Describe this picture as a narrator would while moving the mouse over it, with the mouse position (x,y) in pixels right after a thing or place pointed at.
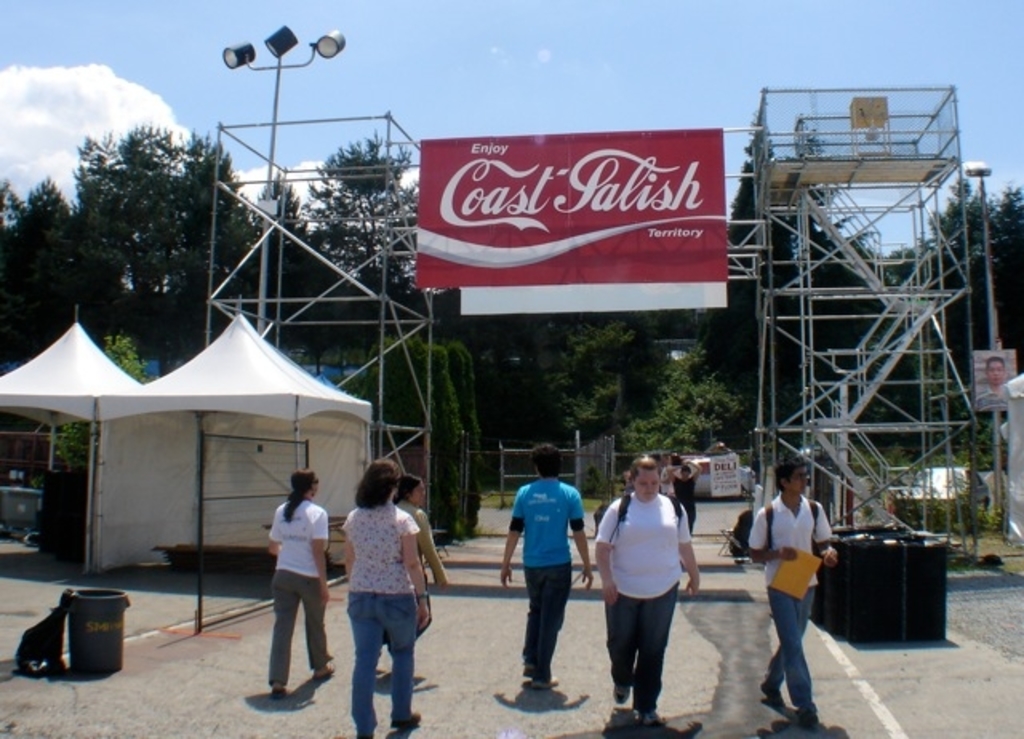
In this image I can see there are peoples (270,662) walking on the road (344,603) and I can see stands (786,219) and hoarding board (599,189) attached to the stand (970,267) and on the left side (219,446) I can see tents (174,460) and container (71,613) and bag (58,617) and trees (101,147) and the sky (404,40) at the top (557,49).
